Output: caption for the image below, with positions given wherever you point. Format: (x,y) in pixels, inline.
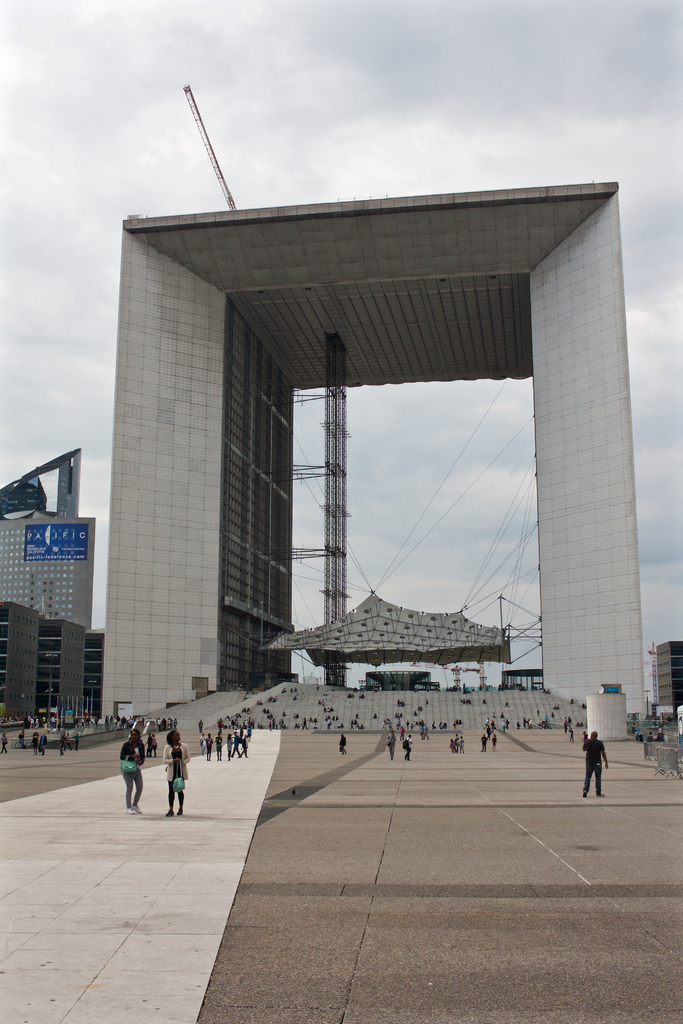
In the picture I can see people (565,720) walking on the road (275,858), we can see the tents (415,645) tied to the ropes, buildings (40,714) and the sky (555,111) with clouds (567,115) in the background (317,145).
